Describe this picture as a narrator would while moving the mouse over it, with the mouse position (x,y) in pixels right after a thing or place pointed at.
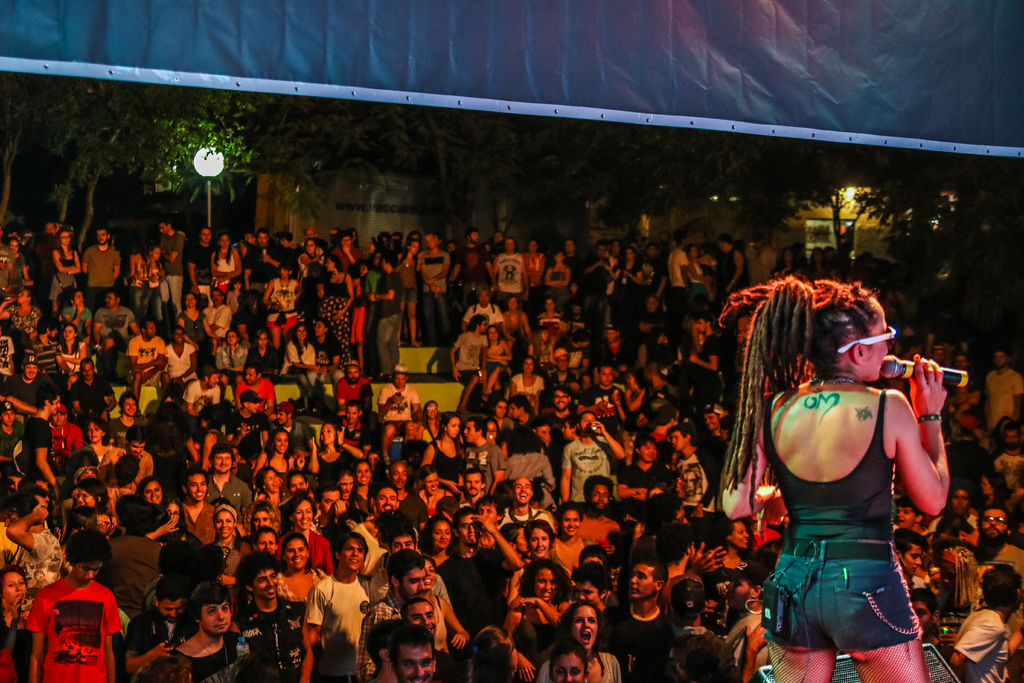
In this image we can see a person (777,491) standing holding a mic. We can also see a speaker box (930,660) and a group of people (562,607) sitting on a staircase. On the backside (627,294) we can see some people (377,305) standing, some street lamps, a building (405,222), a group of trees (471,196) and a sheet (585,81).
